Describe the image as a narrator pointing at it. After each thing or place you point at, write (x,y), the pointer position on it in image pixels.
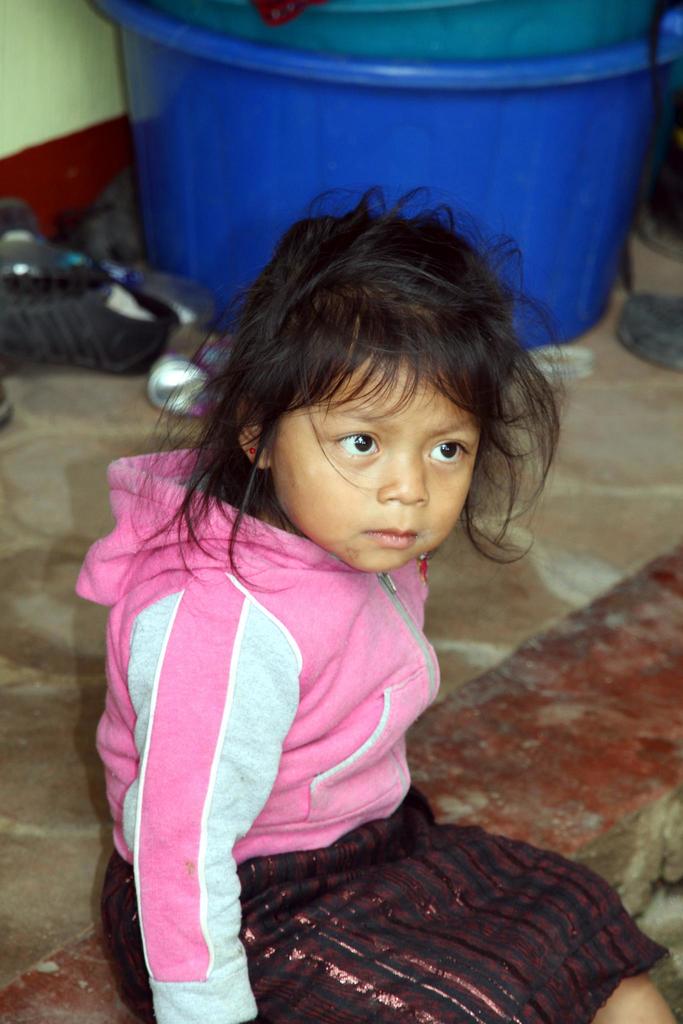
In this picture I can see a girl (413,791) sitting on the floor (621,885), those are looking like plastic tubs (590,180) and there are some objects (138,322) on the floor (79,458).
